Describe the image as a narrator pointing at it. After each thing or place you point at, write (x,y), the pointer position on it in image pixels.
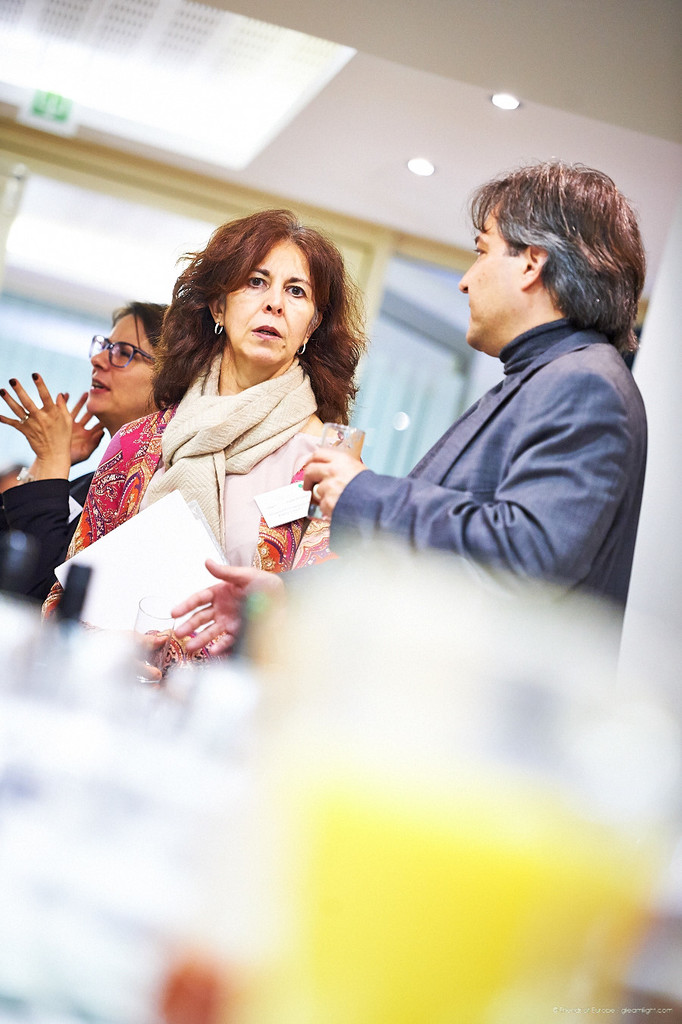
There is one man (504,552) standing and holding a glass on the right side of this image (536,475). There are two women (330,558) standing on the left side of this image (127,365). We can see a roof (387,177) in the background (410,135). It seems like a glass (378,795) at the bottom of this image (392,928).
